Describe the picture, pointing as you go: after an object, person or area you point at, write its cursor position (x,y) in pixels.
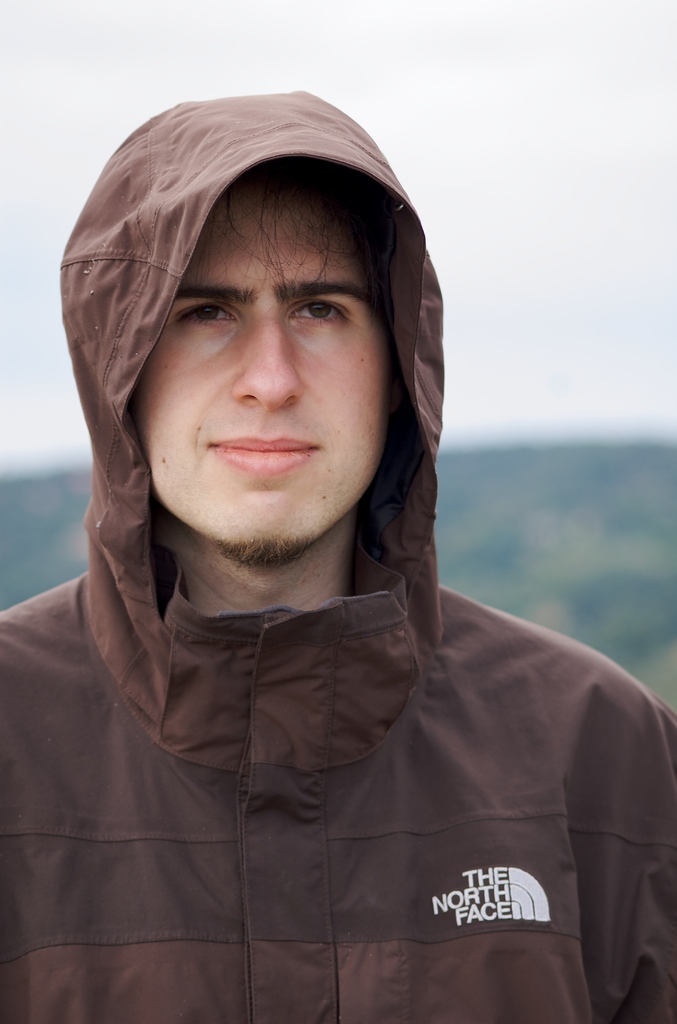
This is a zoomed in picture. In the foreground (302,730) there is a person (420,431) wearing a brown color hoodie (340,801). In the background (541,159) there is a sky (554,159) and some other objects (534,523).
